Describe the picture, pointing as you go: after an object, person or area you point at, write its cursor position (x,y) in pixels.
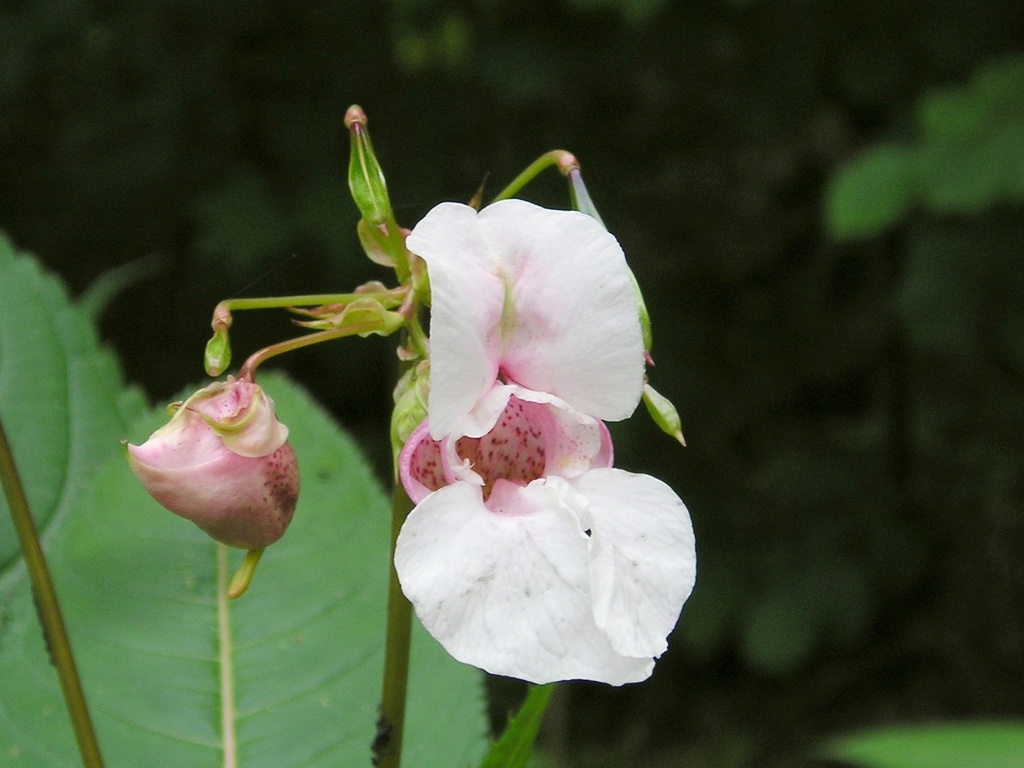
In this image we can see a plant (391,544) with flowers (441,398) and bud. In the background (491,182) the image is blur but we can see the leaf (297,582) and plants (821,571).
